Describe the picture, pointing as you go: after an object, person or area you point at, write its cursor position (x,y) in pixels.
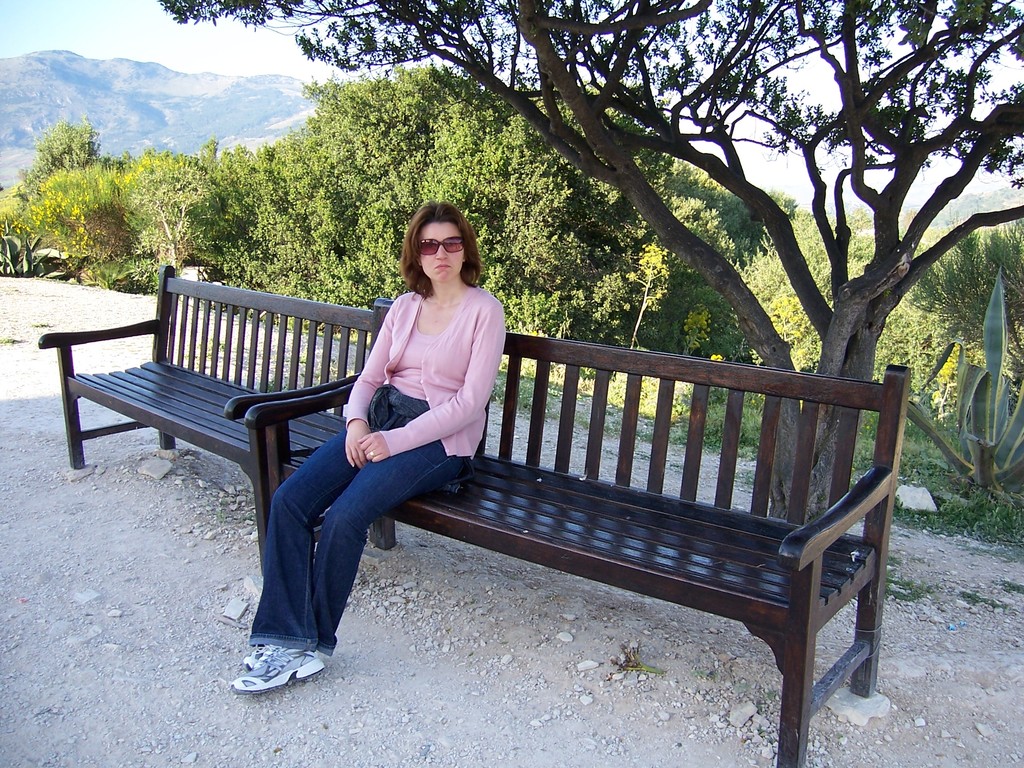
In the center of the image (488,363) we can see a lady (462,409) is wearing dress (427,427), shoes (290,654), goggles (451,242) and sitting on a bench (598,425). In the background of the image (77,107) we can see the hills (253,117), trees (614,139), grass (939,461), plants (1011,450), benches (167,393), stones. At the bottom of the image (581,710) we can see the ground (367,699). At the top of the image (279,27) we can see the sky (75,14).
